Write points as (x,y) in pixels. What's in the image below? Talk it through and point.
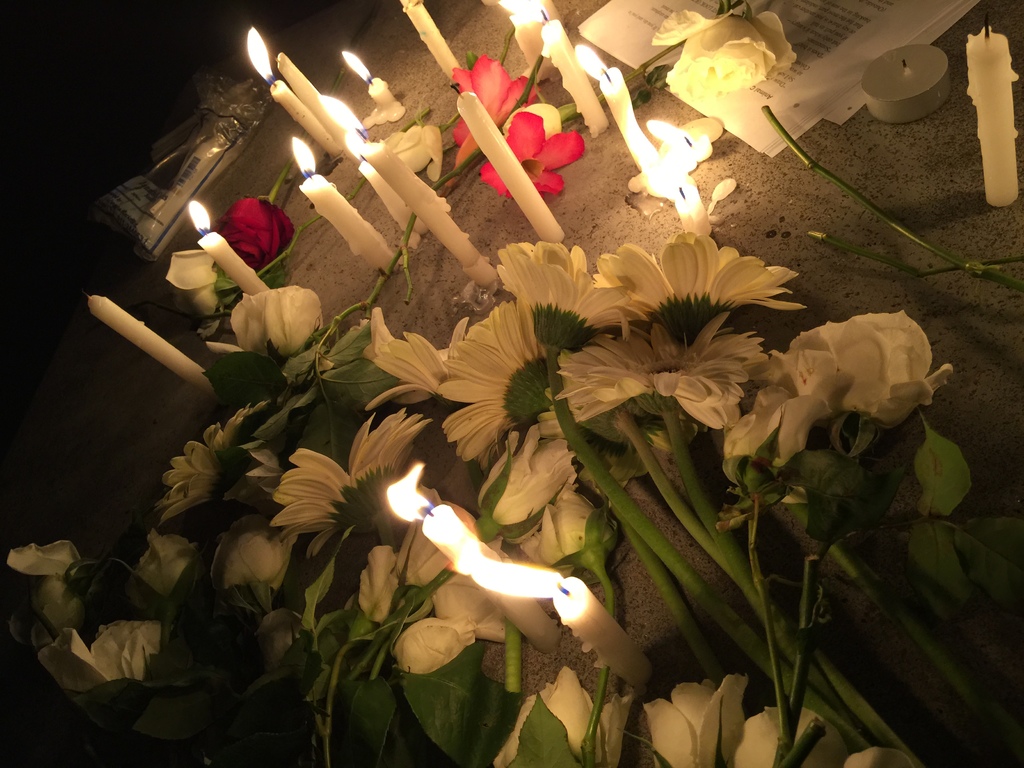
In this picture there are some white color flowers (719,411) and candles (660,170) placed on the ground (472,195). Beside there are some white papers (832,71).
